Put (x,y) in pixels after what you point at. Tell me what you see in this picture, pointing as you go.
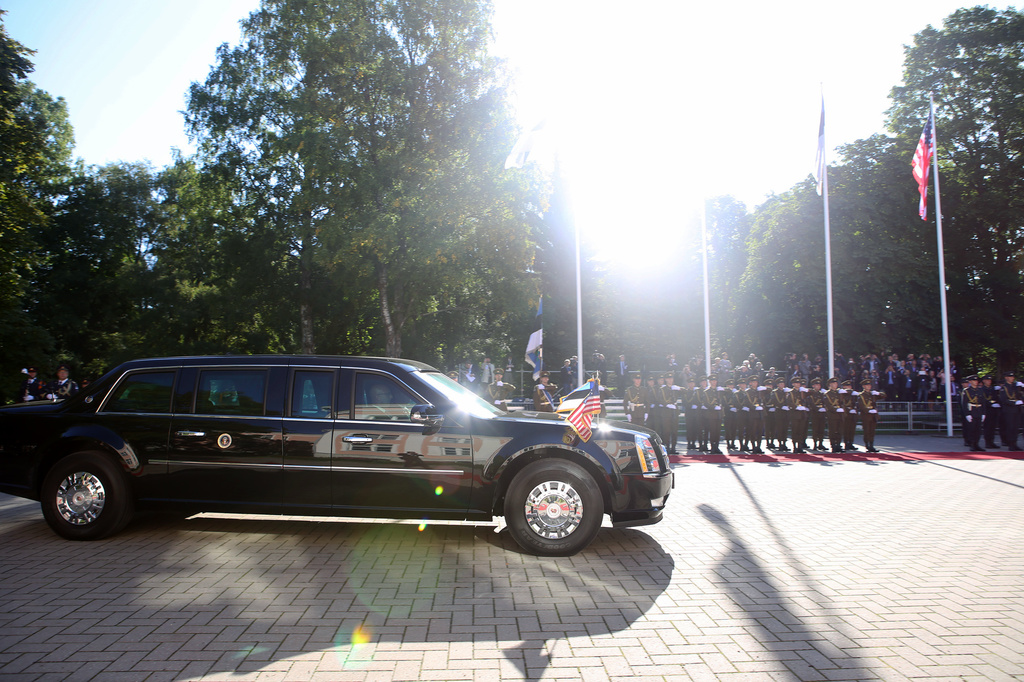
In this image I can see black color car (342,399), on which there is a flag (593,386) visible in the foreground (606,435), in the middle (645,384) there are four poles (940,232), on which I can see flags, persons (867,369), trees (79,242), sunlight (565,209), at the top (668,119) there is the sky (545,9).
